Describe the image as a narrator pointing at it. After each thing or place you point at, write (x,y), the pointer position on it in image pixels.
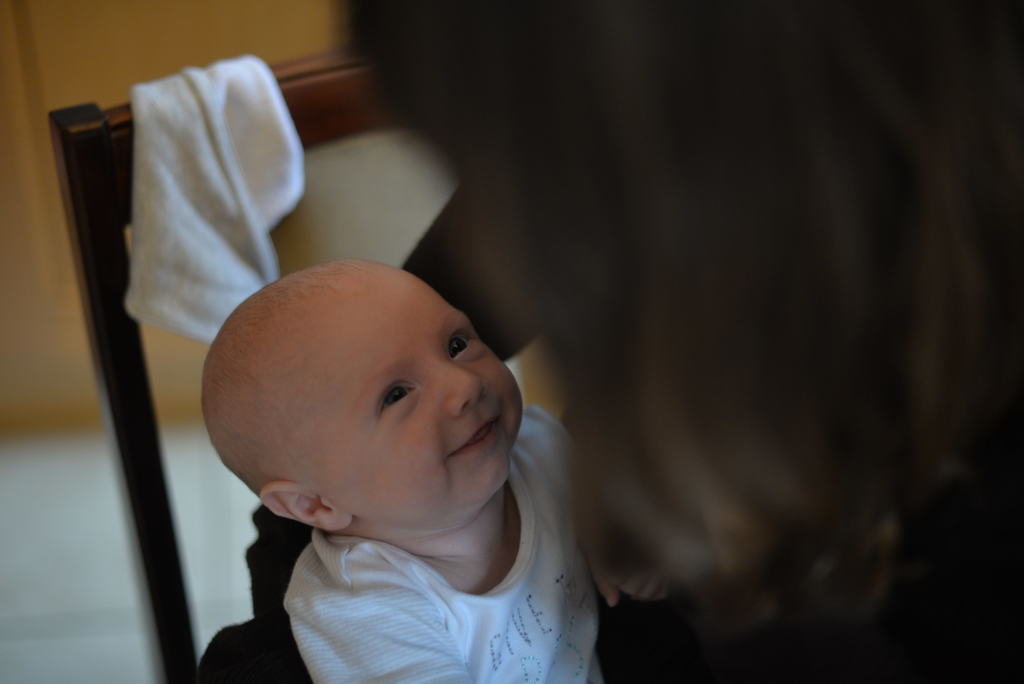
In the foreground of the image (694,419) there is a lady (561,408) holding a baby (296,388) in her hand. There is a chair (188,641). In the background of the image (135,47) there is wall (79,50).
